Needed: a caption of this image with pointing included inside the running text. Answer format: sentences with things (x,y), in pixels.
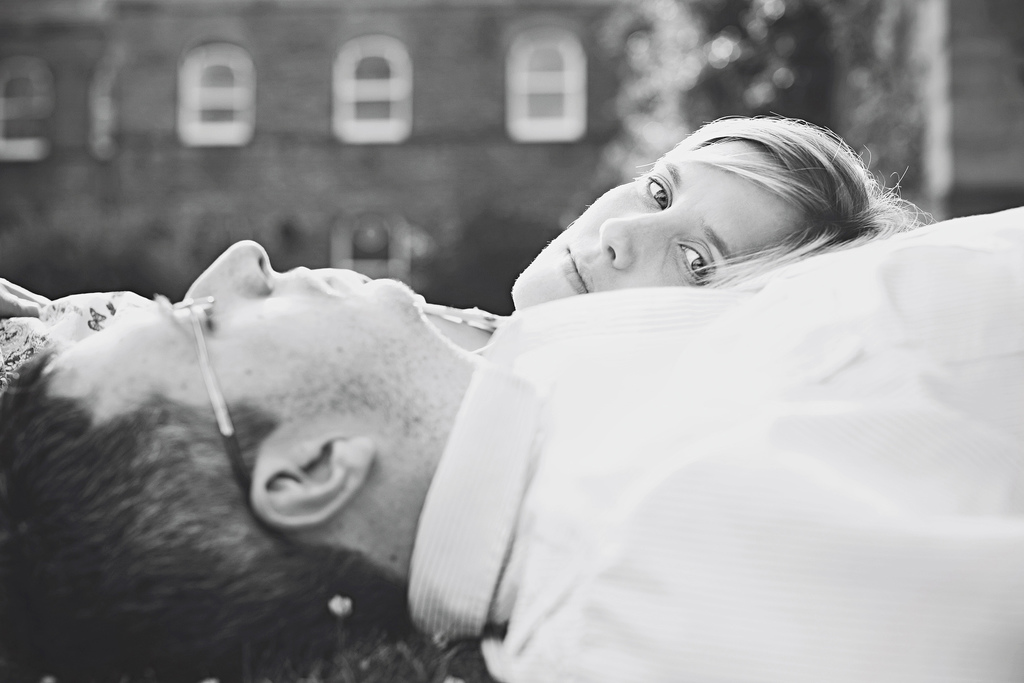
There are two persons (623,397) placed their heads (582,265) opposite sides of each other and there is a building (365,102) in the background (387,95).
